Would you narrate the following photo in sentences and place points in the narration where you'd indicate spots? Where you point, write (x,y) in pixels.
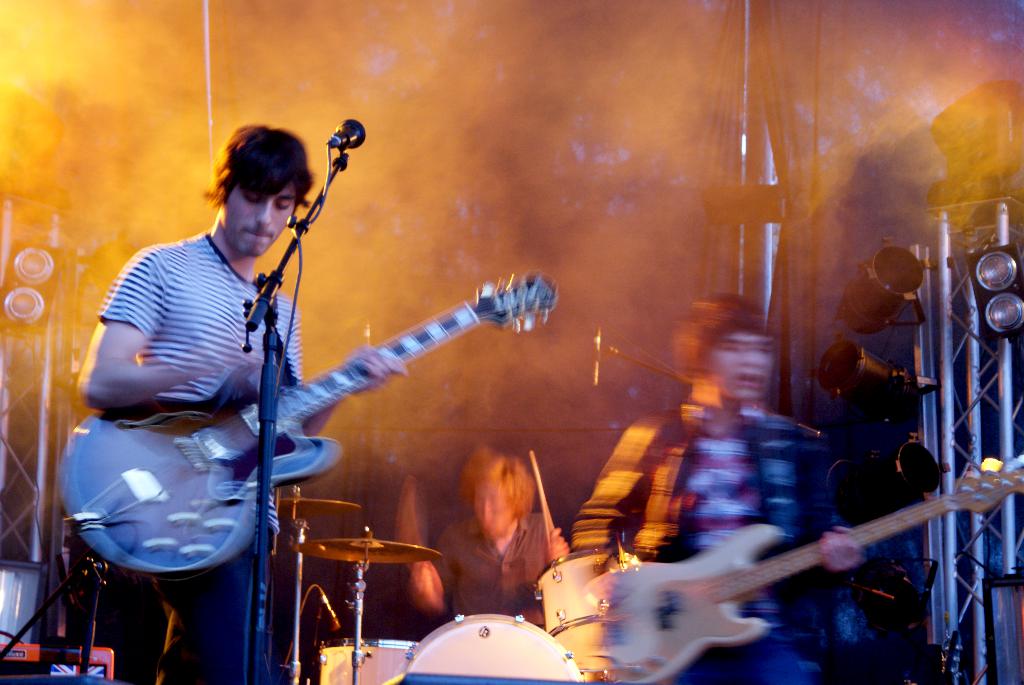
Here we can see a guy (132,353) standing and playing a guitar (198,471) with a microphone (270,383) in front of him and besides him there also a guy (697,539) who is playing the guitar (697,573) in between them there is a man (502,458) who is playing drums (439,671).
